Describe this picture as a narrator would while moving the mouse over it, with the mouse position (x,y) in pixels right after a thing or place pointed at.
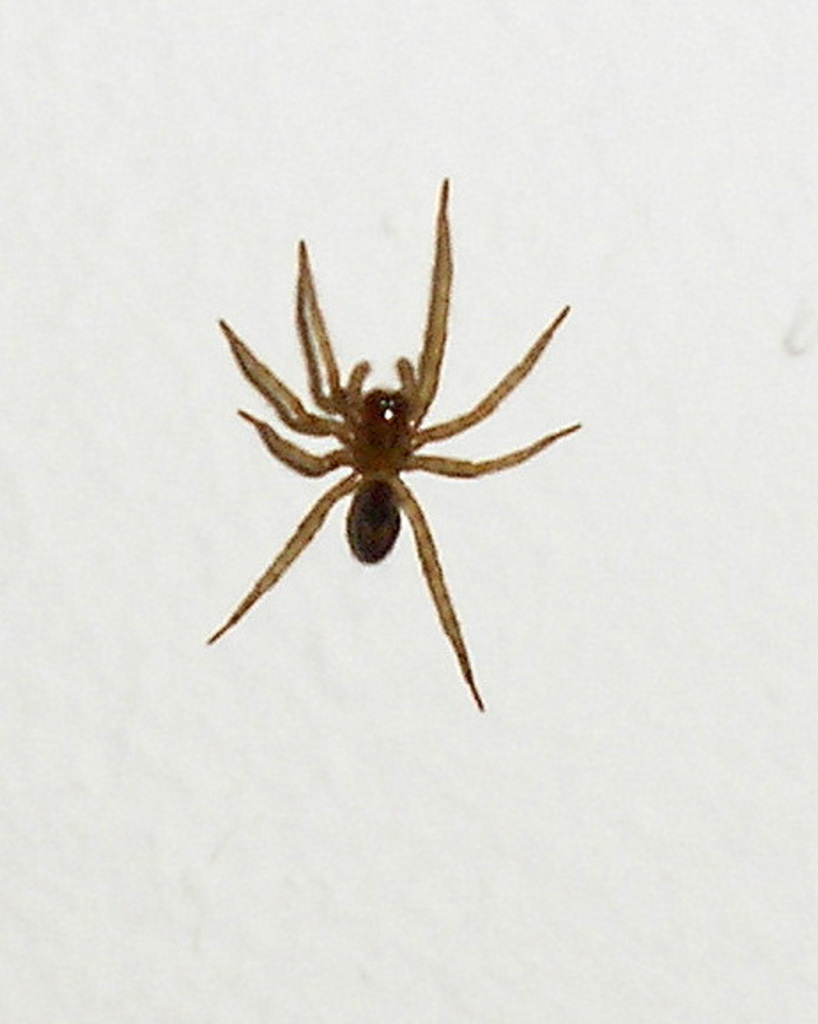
In the middle of this image (373,438), there is a spider (416,396) on a surface (388,242). And the background (711,351) is white in color.
